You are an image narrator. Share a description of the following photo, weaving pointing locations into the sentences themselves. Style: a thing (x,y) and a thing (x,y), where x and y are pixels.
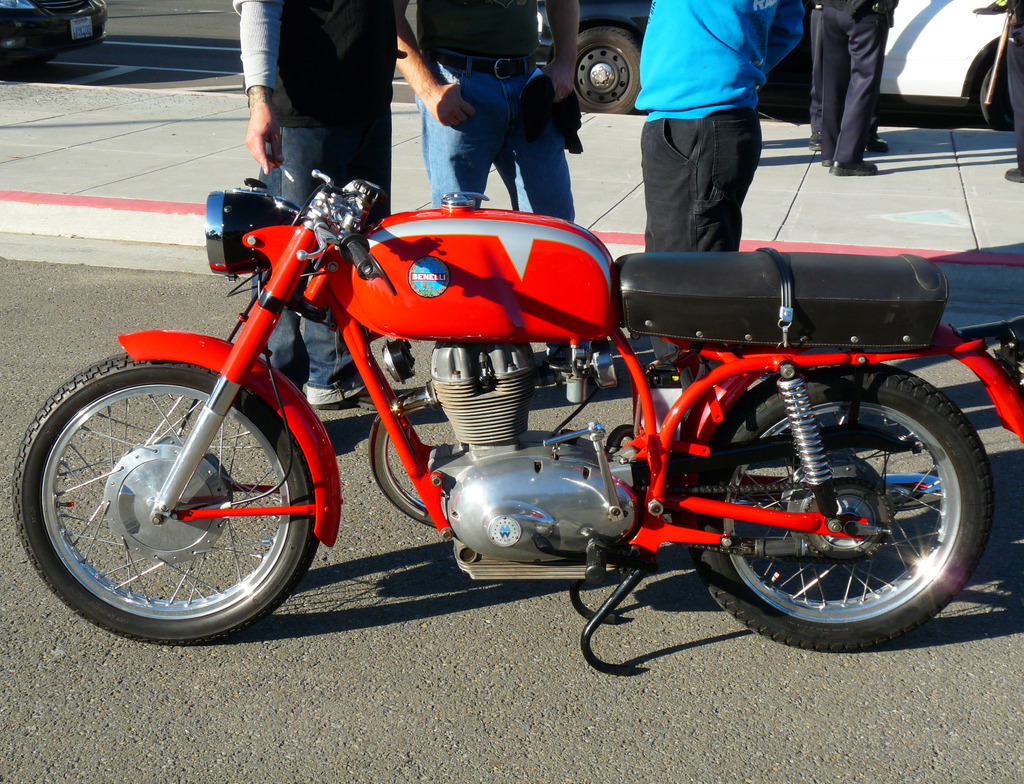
This picture is clicked outside. In the foreground (979,496) we can see a bike (418,491) parked on the ground (730,631). In the center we can see the group of people (709,80) standing on the ground (161,178) and we can see a sidewalk (86,159). In the background (75,25) we can see the vehicles (58,11) seems to be parked on the ground (201,45).
